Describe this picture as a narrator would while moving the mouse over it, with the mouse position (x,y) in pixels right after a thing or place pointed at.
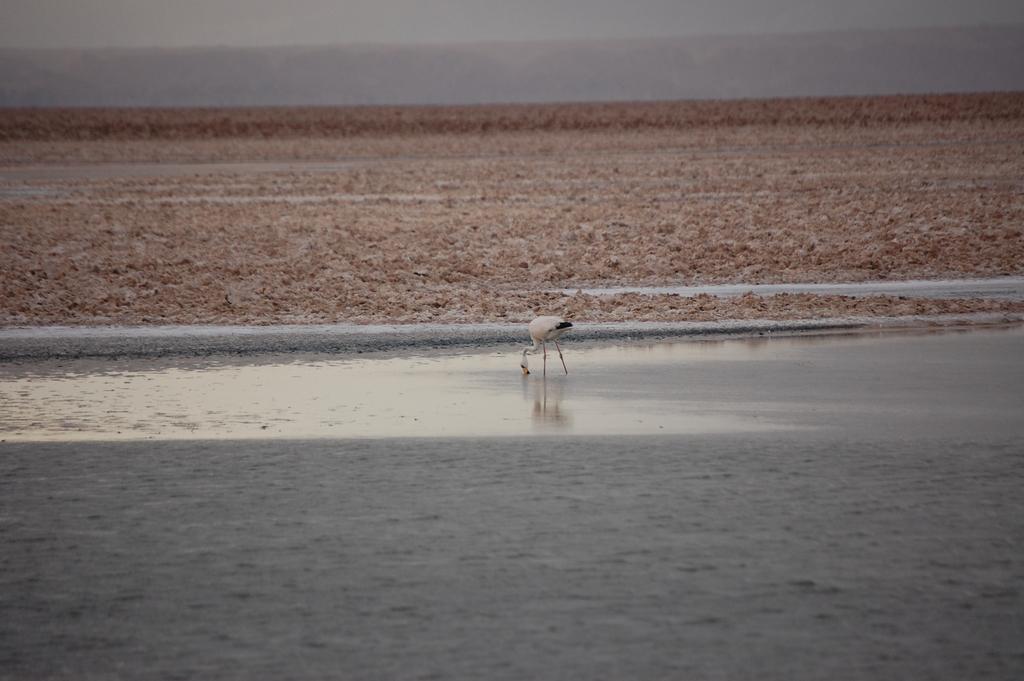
In this image I can see the water (564,403), the ground (434,261) and a bird (553,332) which is white and black in color. In the background (191,17) I can see the sky (319,21).
